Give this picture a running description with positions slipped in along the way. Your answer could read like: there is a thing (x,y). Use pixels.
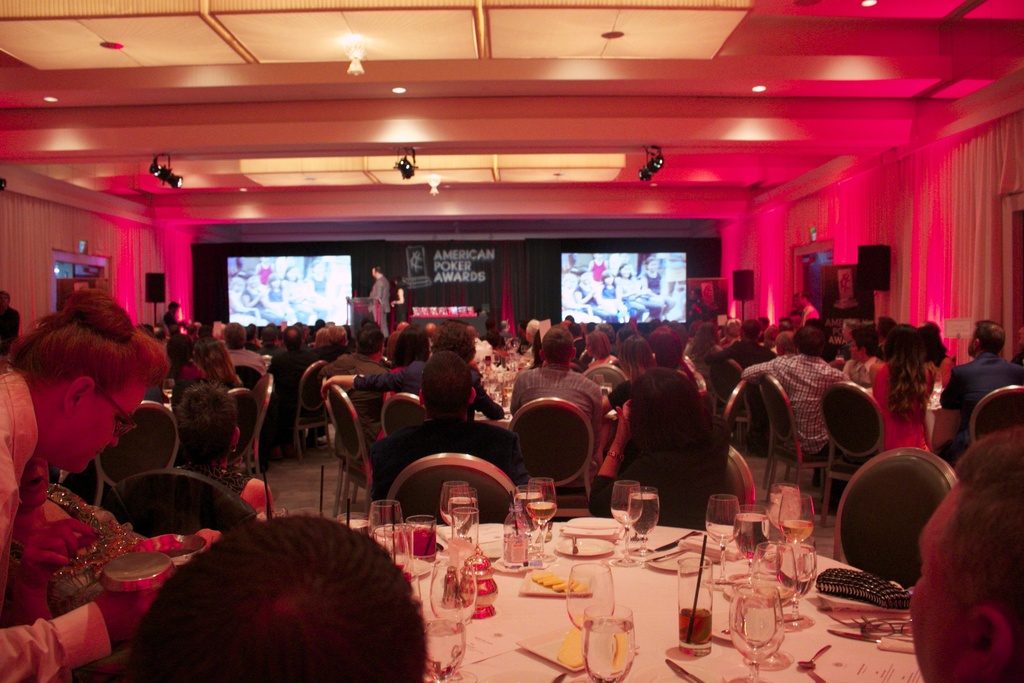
In this image we can see a few people (420,429) sitting on the chairs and a few people (392,299) standing. And we can see there are screens (610,277), in that we can see the persons (286,272) and there is a banner (436,256) with text (472,277). On the both sides there are speakers (749,296) and curtains (789,286). We can see the table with a cloth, on that there are glasses (801,570), plates (530,581) and few objects (568,579). At the top (469,187) we can see the ceiling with lights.
